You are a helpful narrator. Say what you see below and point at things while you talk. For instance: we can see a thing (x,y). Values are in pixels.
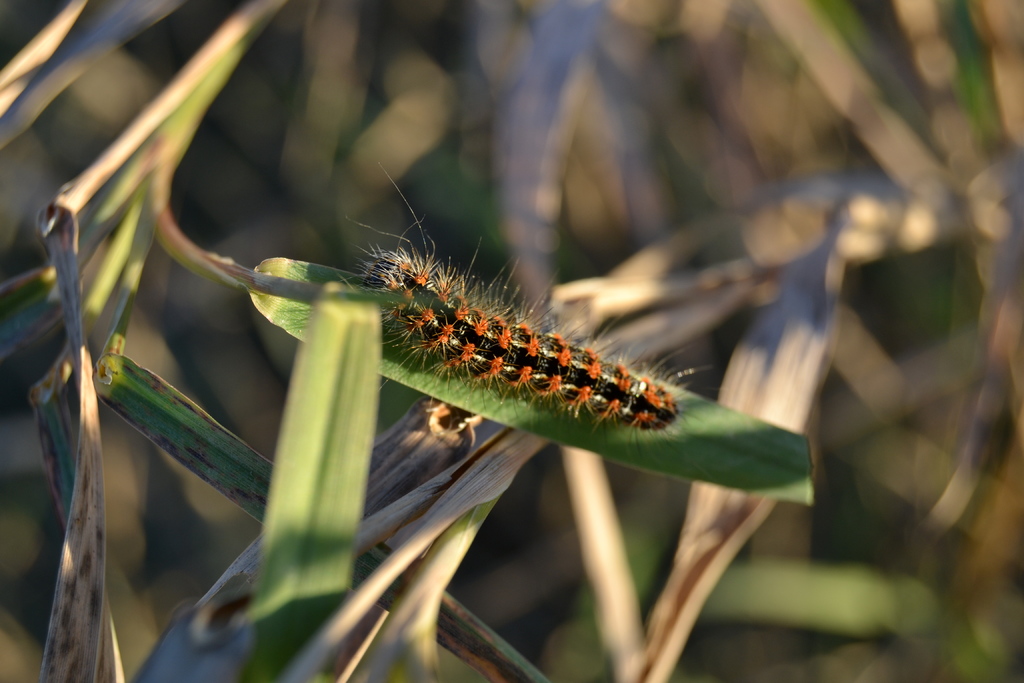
In the image we can see there is a caterpillar (502,330) on the leaf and there are leaves (326,348) on the plant (402,367). Background of the image (124,601) is blurred.
